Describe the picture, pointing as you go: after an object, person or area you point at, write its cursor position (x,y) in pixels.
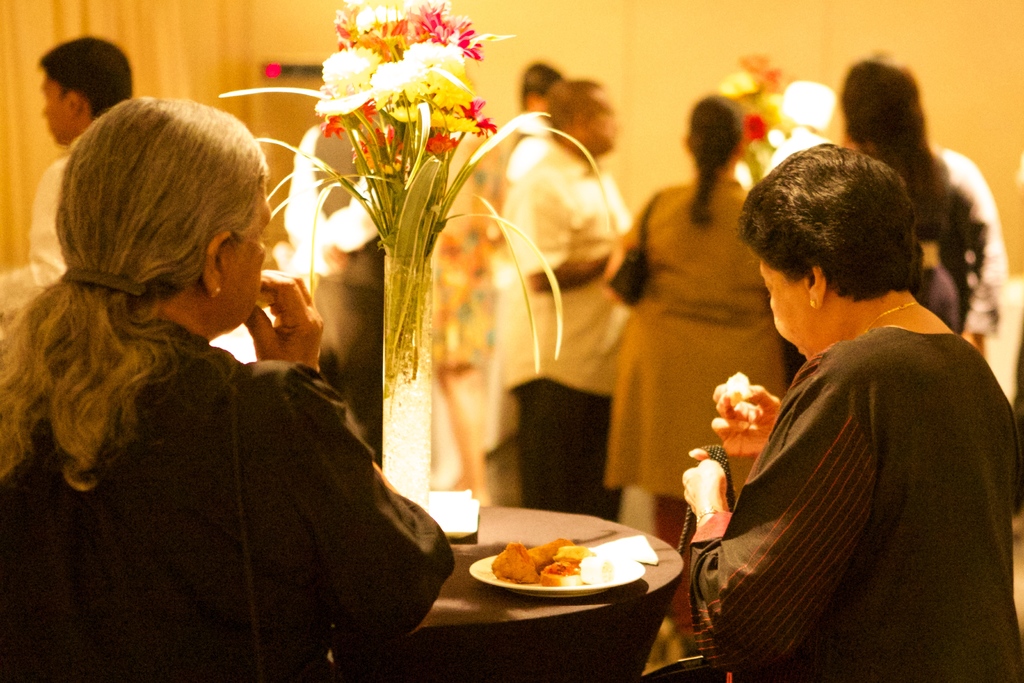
In the image few people (715,427) are standing and holding something. Behind them there is a table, on the table (476,551) there is a flower vase (390,369) and plate (573,594), in the plate (631,565) there is food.
